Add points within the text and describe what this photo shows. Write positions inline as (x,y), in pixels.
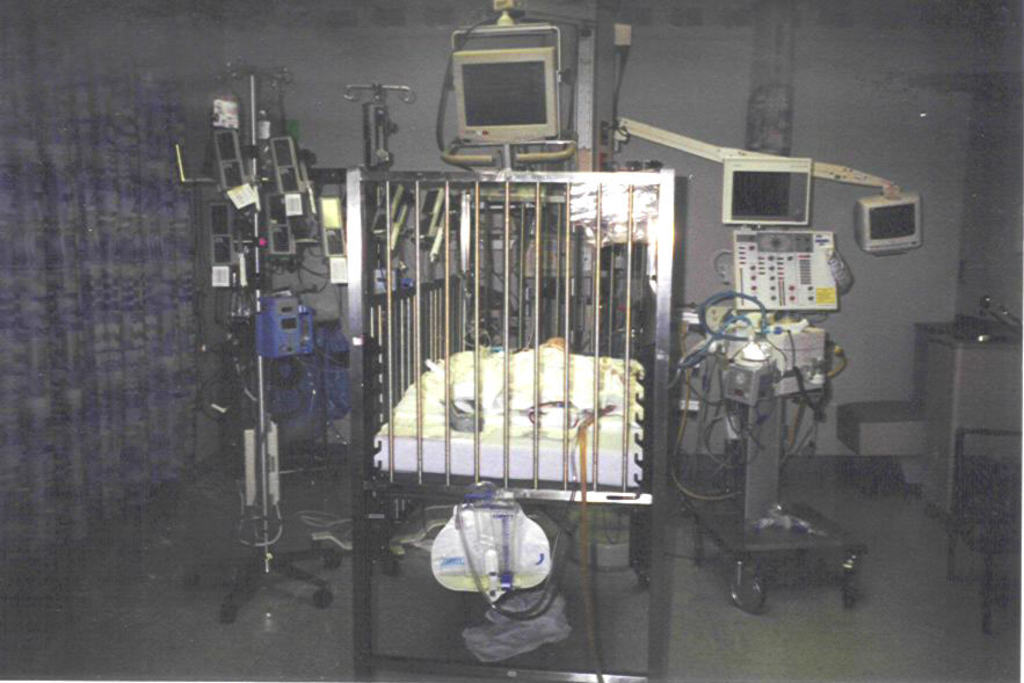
In this picture I can see the operation theater (680,249). In the center (649,254) I can see the bed (651,400). At the top (553,130) I can see the screens (513,106). On the left (312,231) I can see the stand (258,284). On the right (1006,450) I can see the wash basin (949,373), chairs (1008,507) and other objects (729,390).
